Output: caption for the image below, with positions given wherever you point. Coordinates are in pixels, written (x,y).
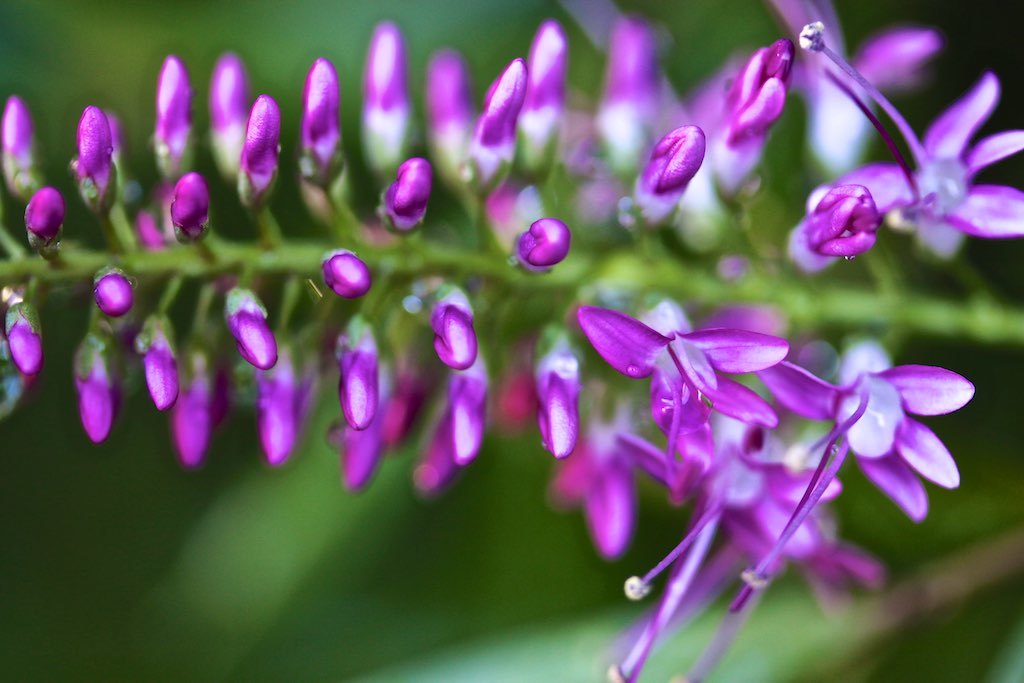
In the center of this picture (620,349) we can see the flowers (813,408) and the buds (838,237) and some other objects (863,306). The background of the image (983,477) is green in color.
